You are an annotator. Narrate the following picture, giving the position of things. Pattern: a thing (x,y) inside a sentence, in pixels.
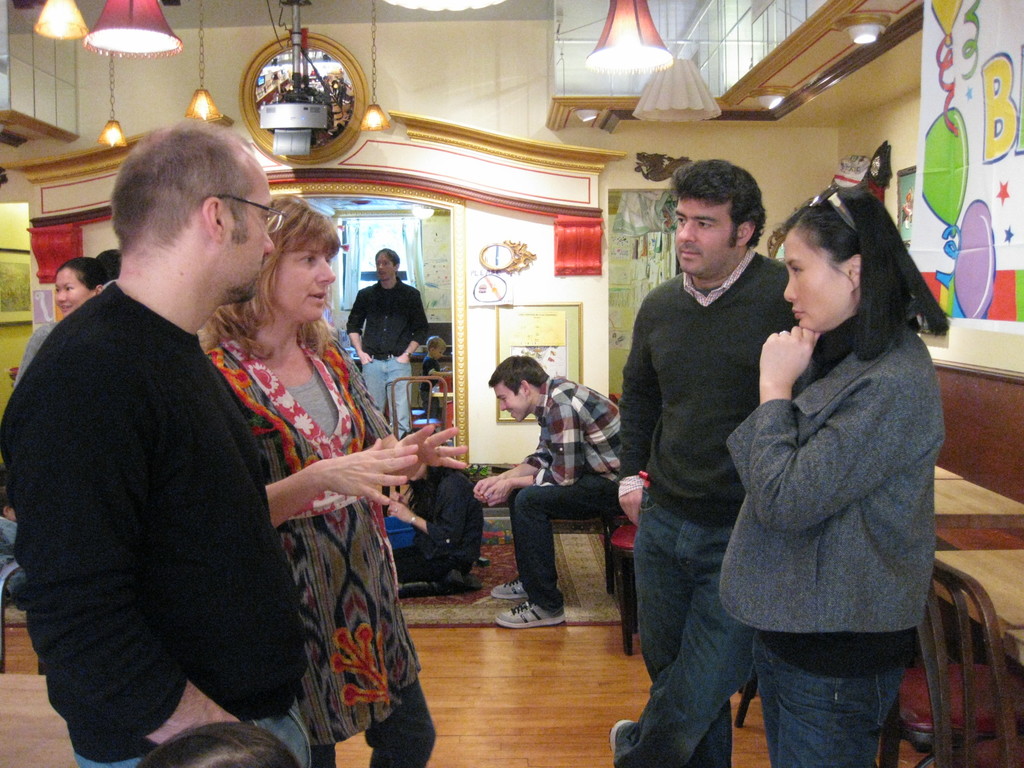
In this picture we can see so many people (426,527) are talking to each other, some are sitting and some are standing.
